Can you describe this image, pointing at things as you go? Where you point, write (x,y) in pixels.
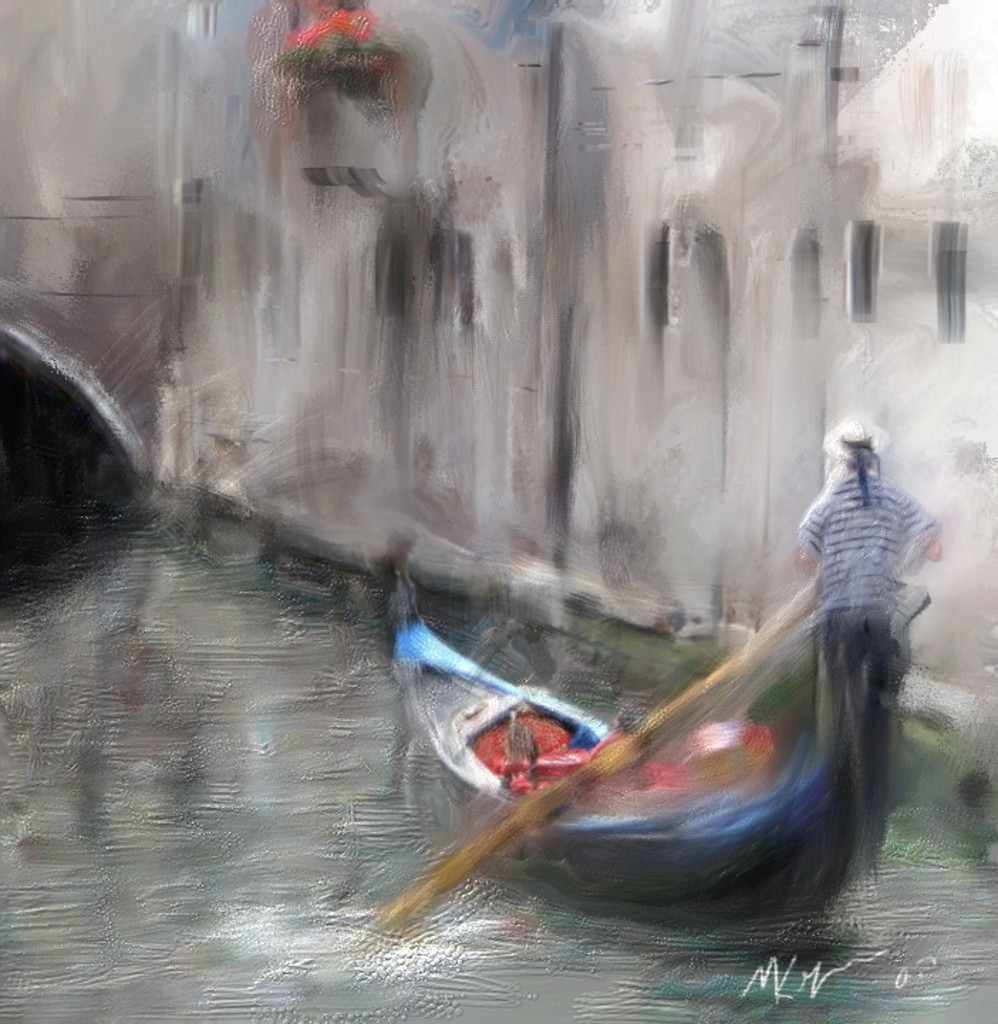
This looks like a painting. I can see a person (868,539) holding a paddle (408,892) and standing on the boat (565,809). This boat (485,798) is on the water (102,780). I can see a building (724,264). This looks like a flower plant (323,39). I think this is the signature (774,957) on the painting.
